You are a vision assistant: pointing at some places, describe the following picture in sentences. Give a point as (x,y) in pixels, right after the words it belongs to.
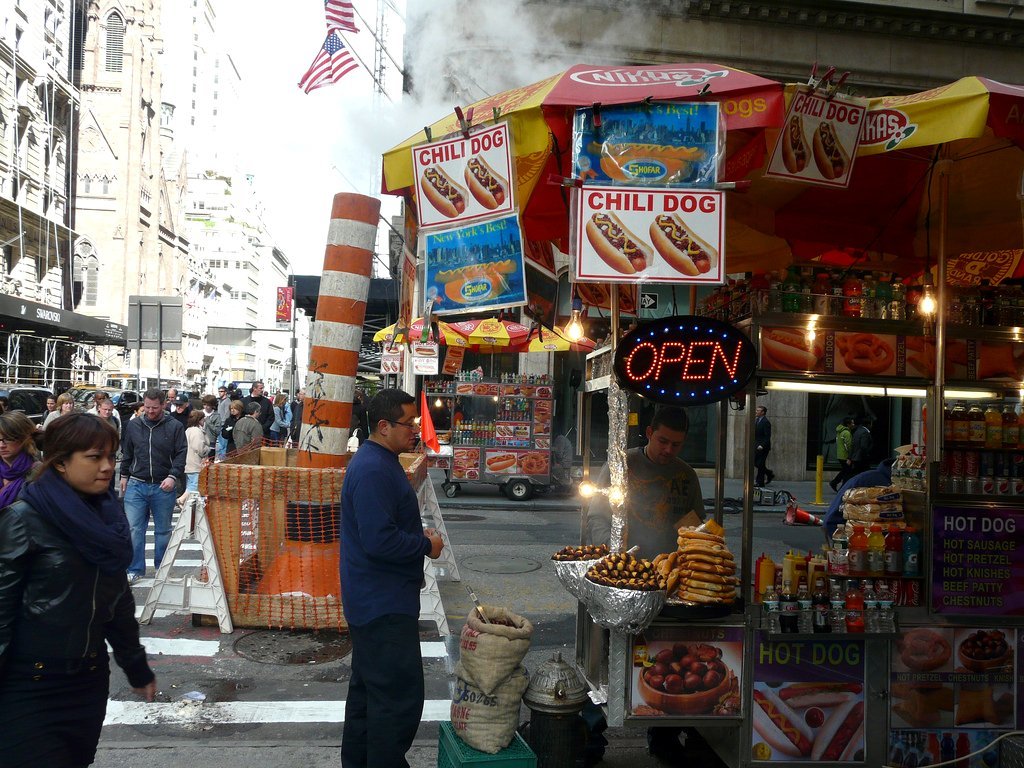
In this image we can see one food item shop (939,369) is there and one man (396,508) is standing in front of it. He is wearing blue color t-shirt (386,557), pant (396,689). Behind him one orange white color pole like structure thing (343,298) is present. Left side of the image (155,451) people (110,474) are walking on the road (754,554) and buildings (128,252) are there. Top of the image (329,64) flags (336,22) are present.
